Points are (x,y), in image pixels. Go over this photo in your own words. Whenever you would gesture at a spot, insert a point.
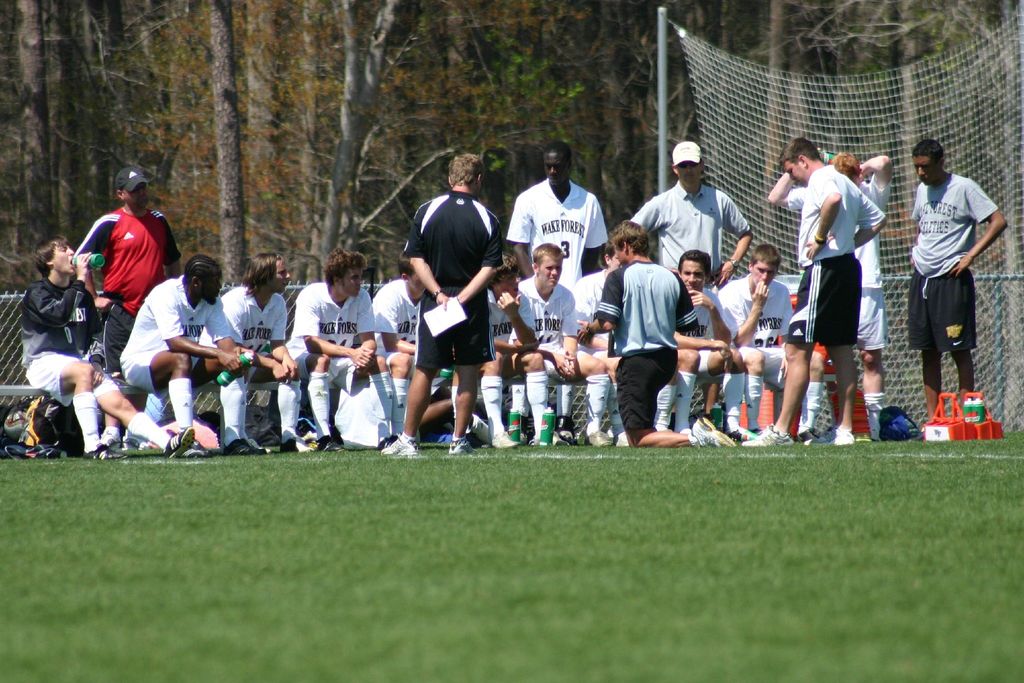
In this image in the front (464,558) there's grass (458,583) on the ground (458,565). In the background (320,315) there are persons (361,303) sitting, standing, there are trees (358,122), there is a net (877,121), there are objects (928,429) on the ground (915,445) which are red and black in colour and there is a person (634,343) kneeling on the ground (151,562) and there are bottles (552,426) and there is a bag (44,423).
